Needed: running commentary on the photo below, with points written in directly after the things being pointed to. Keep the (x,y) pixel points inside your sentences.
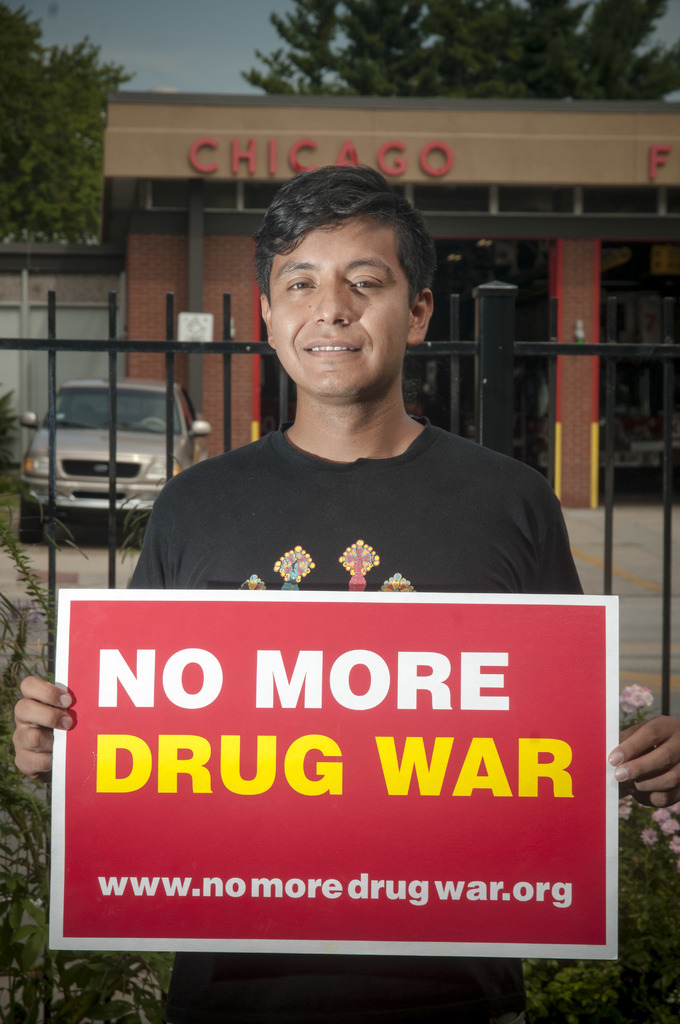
In this picture we can see a man (471,511) standing and holding a board (481,673), we can see some plants (616,972) here, there is a fencing (607,416) here, in the background (606,288) there is a building (554,225), we can see a car (63,459) parked here, we can also see trees (67,133) in the background (77,140), there is the sky (133,41) at the top of the picture (132,38).
